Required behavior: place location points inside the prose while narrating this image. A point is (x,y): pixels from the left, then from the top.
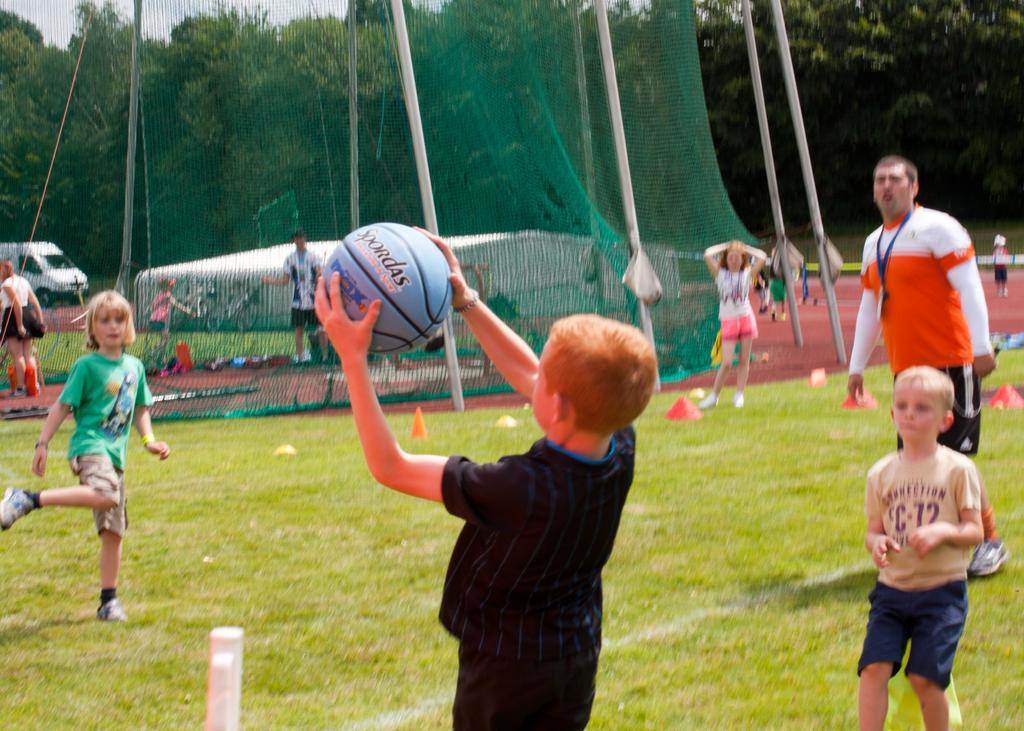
In this image the childrens (557,396) are playing with a ball (401,321). At the background (371,173) there is a net (603,176) and a trees (869,81). There is a vehicle (57,286) on the road (65,310).
